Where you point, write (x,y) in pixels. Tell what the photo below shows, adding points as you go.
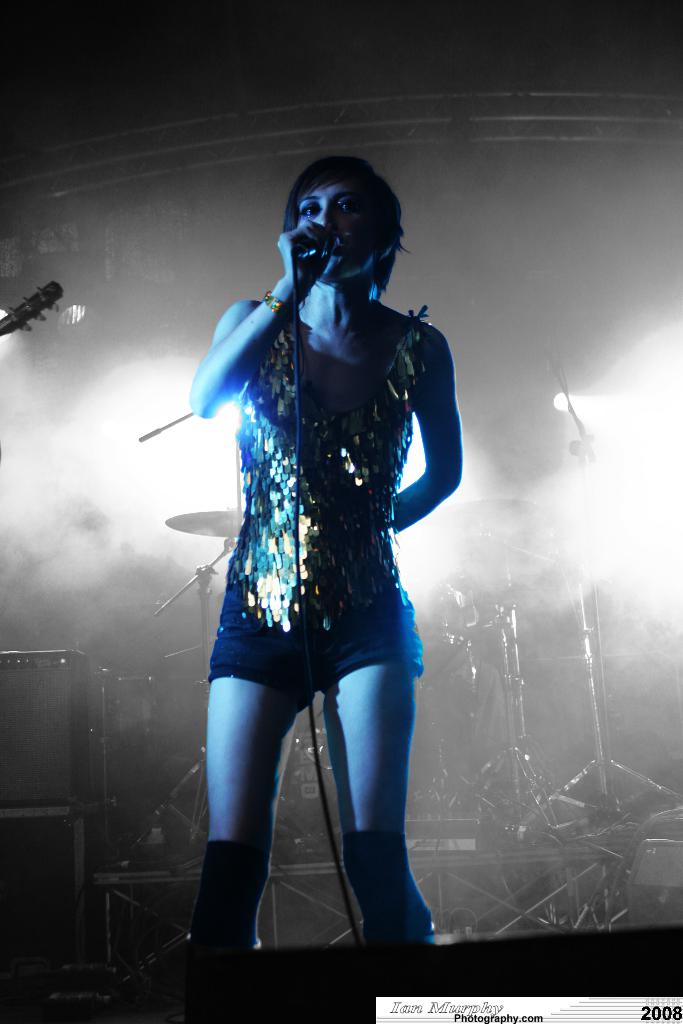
In this image in the center (346,622) there is one woman (289,530) who is standing and she is holding a mike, and it seems that she is singing. And in the background (33,318) there are some drums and some musical instruments (28,309) and some fog (206,315), lights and objects (525,829).
